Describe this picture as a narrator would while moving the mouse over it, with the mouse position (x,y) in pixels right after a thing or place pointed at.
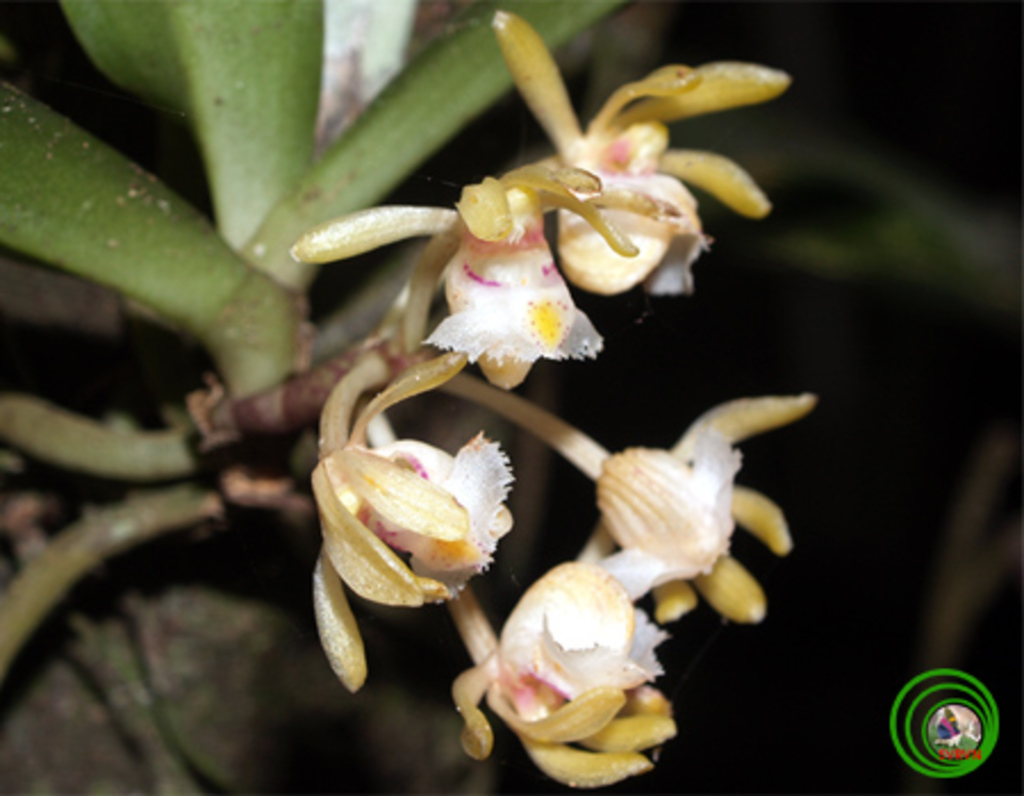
In this image I can see the flowers (689,510). In the background (85,165), I can see the plants (126,659).
